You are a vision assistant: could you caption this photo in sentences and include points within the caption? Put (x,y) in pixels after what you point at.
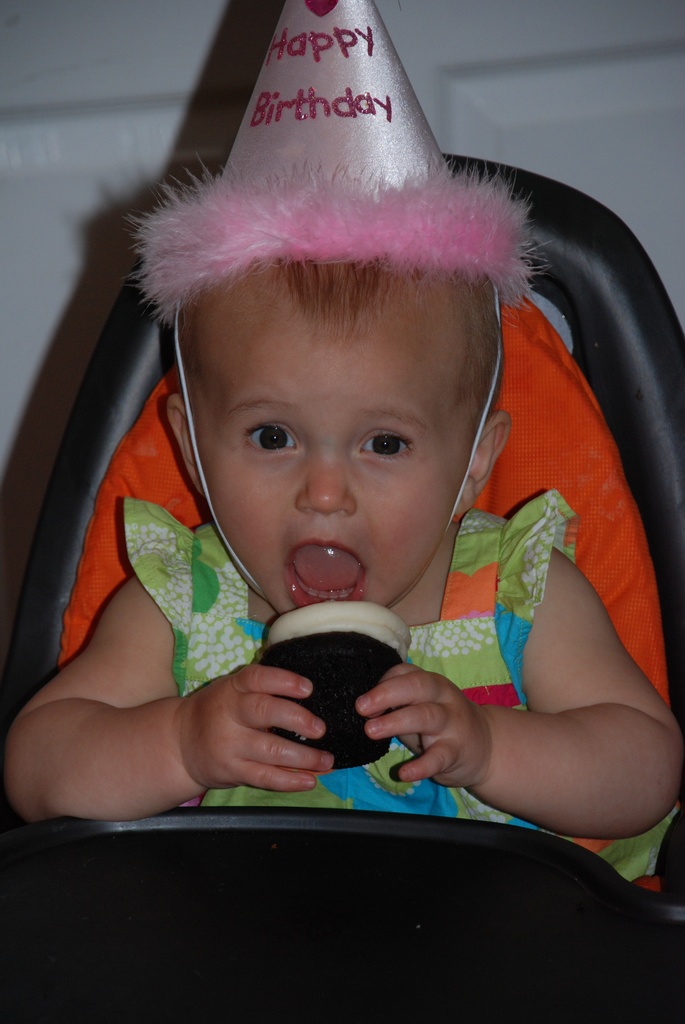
There is a baby (405,313) wearing a cap (419,142), sitting on a chair (503,484), holding a food item (371,617) and having mouth (364,584) opened. In the background (602,20), there is white wall (35,82).
